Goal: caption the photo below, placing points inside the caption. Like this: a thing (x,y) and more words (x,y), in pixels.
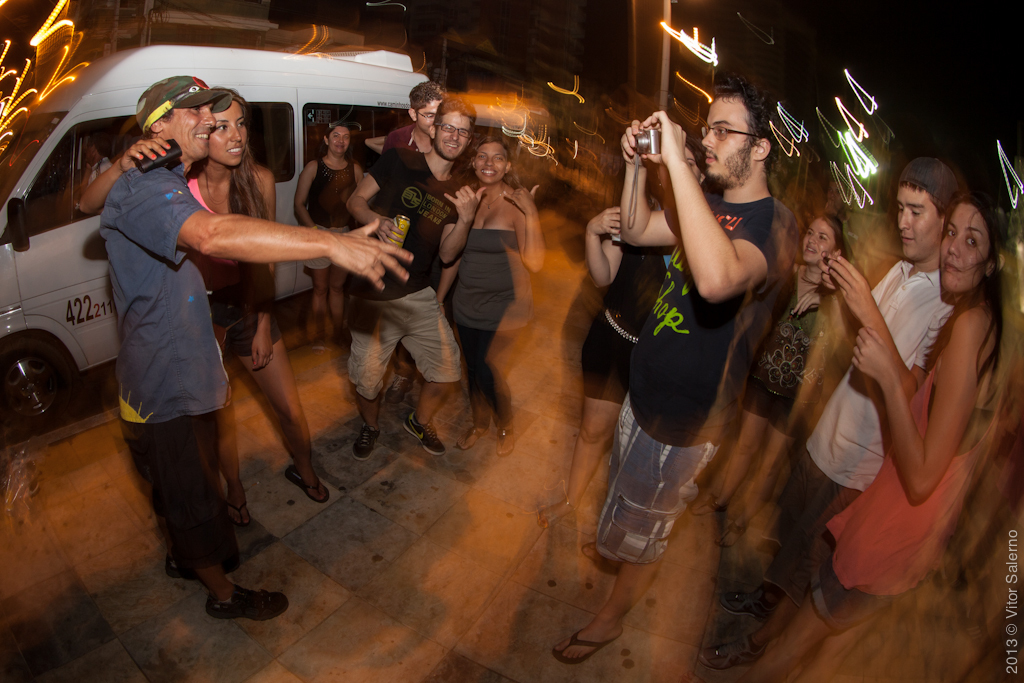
In this picture we can see some people (168,312) are standing, a man (674,341) in the middle (674,341) is holding a camera (643,142), on the left side (31,261) there is a van (37,262), we can see a blurry background (16,70).
